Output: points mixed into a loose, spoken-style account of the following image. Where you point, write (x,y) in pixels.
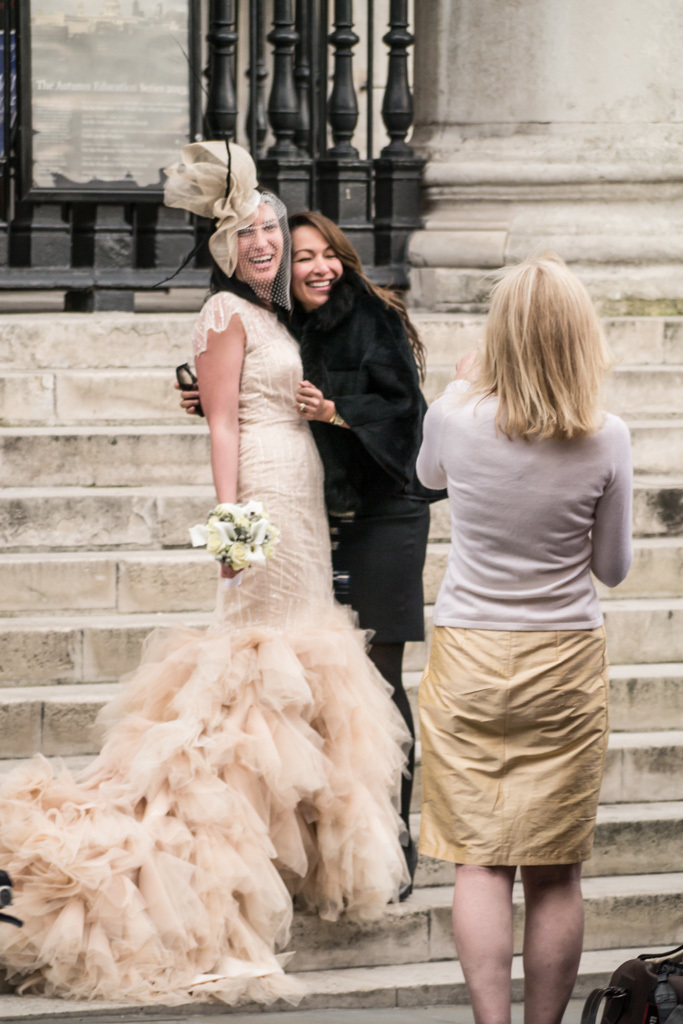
In this image there is a person (521,685) standing, and at the background (153,891) there are two persons (295,530) standing on the staircase (597,853), board (146,8).
